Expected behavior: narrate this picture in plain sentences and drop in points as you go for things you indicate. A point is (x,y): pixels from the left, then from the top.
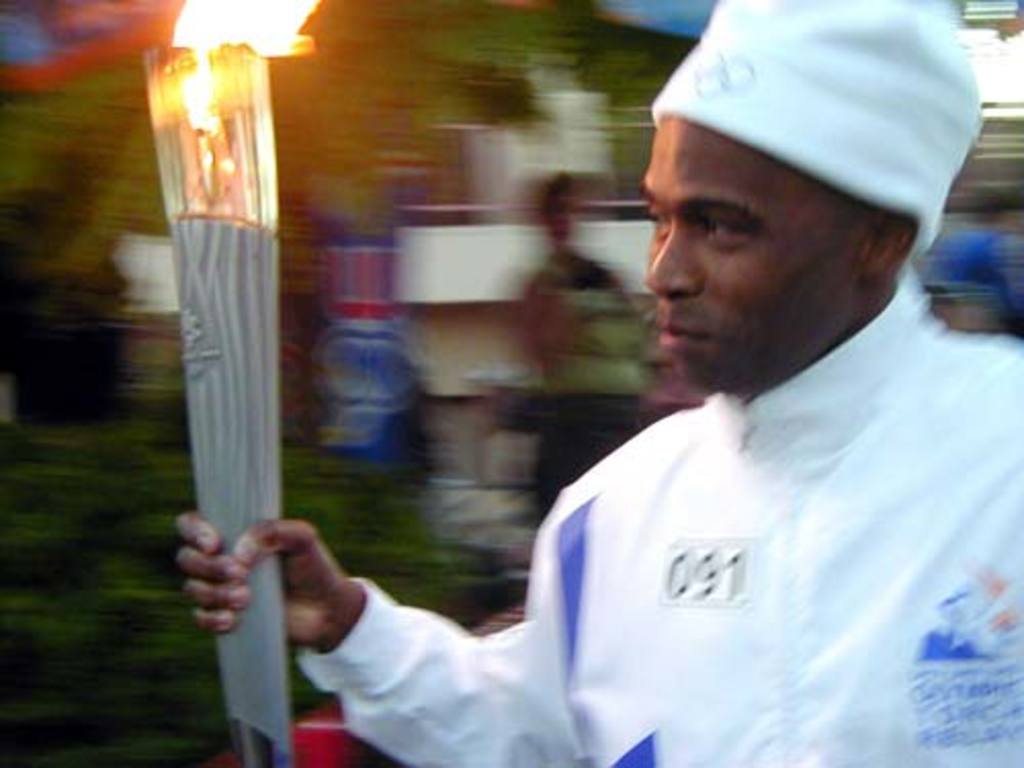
In the foreground of this picture (852,306) we can see a person (849,480) wearing white color dress (830,544), holding a burning torch (275,235) and seems to be walking. The background of the image (543,324) is blurry and we can see a person like thing (573,331) and some other items (384,241) in the background (492,201).
